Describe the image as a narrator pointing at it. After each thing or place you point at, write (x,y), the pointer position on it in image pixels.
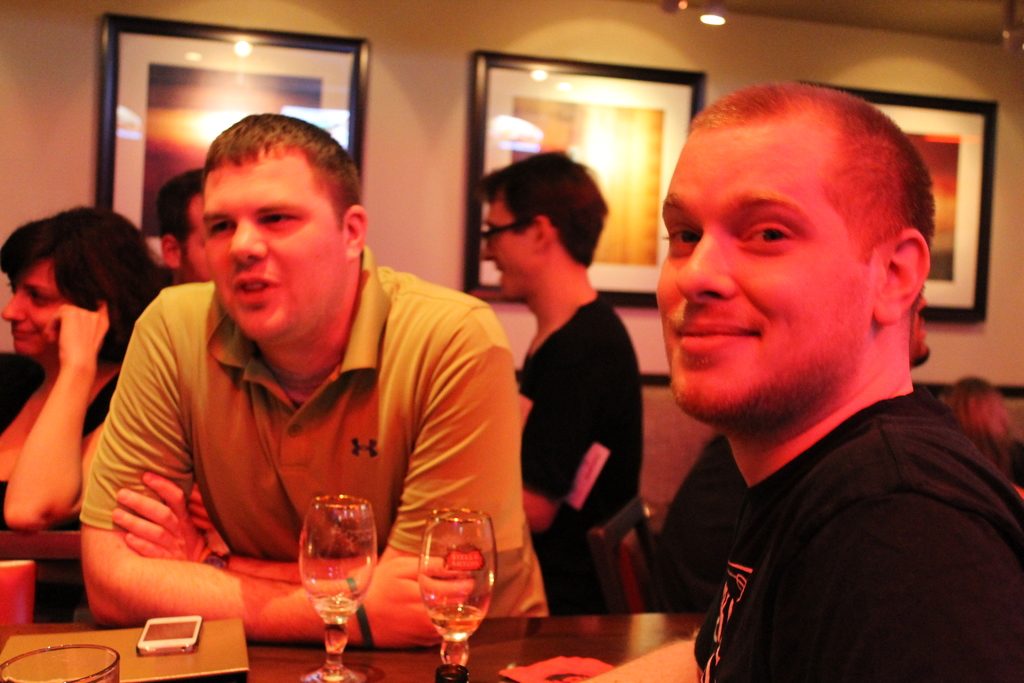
In this image we can see some people (669,199) in a room (496,123) and there is a table (424,658) with few glasses (462,653) and some other objects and in the background (788,62), we can see a wall (419,29) with three photo frames (358,55).
